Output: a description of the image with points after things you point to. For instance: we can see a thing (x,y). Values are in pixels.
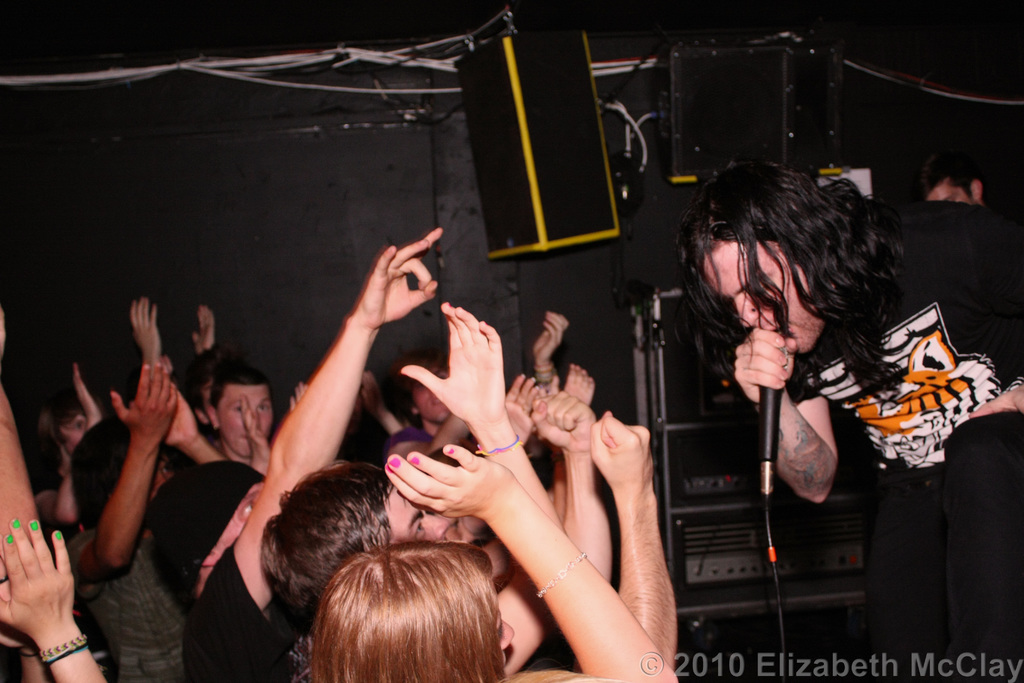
In this image i can see a person (967,346) holding a mike (774,428) wearing a black color shirt (912,327) and he is playing a music and there are some audience (267,461) on the left side (126,456) listen their music.
